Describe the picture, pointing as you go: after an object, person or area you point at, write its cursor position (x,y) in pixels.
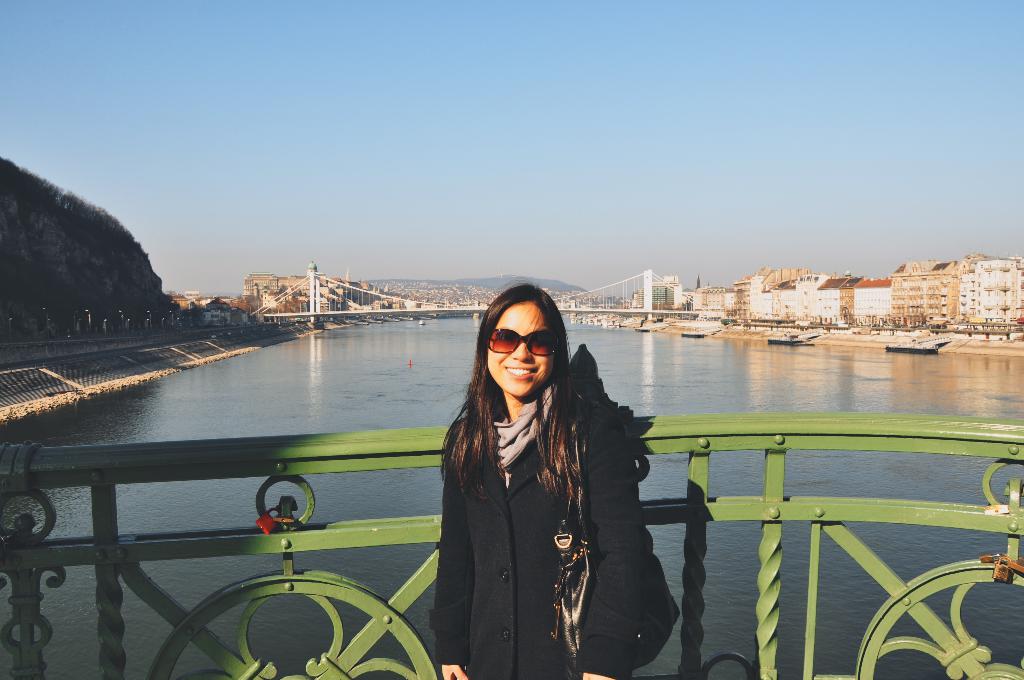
In the middle of the image (569,436) a woman (569,485) is standing and smiling. Behind her there is a fencing (430,426). Behind the fencing (914,437) there is water (102,433) and there is a bridge (568,308). Behind the bridge (450,310) there are some trees (188,310) and buildings (322,309). Above the water (875,349) there are some ships (612,325). At the top of the image (290,199) there is sky (532,222).
